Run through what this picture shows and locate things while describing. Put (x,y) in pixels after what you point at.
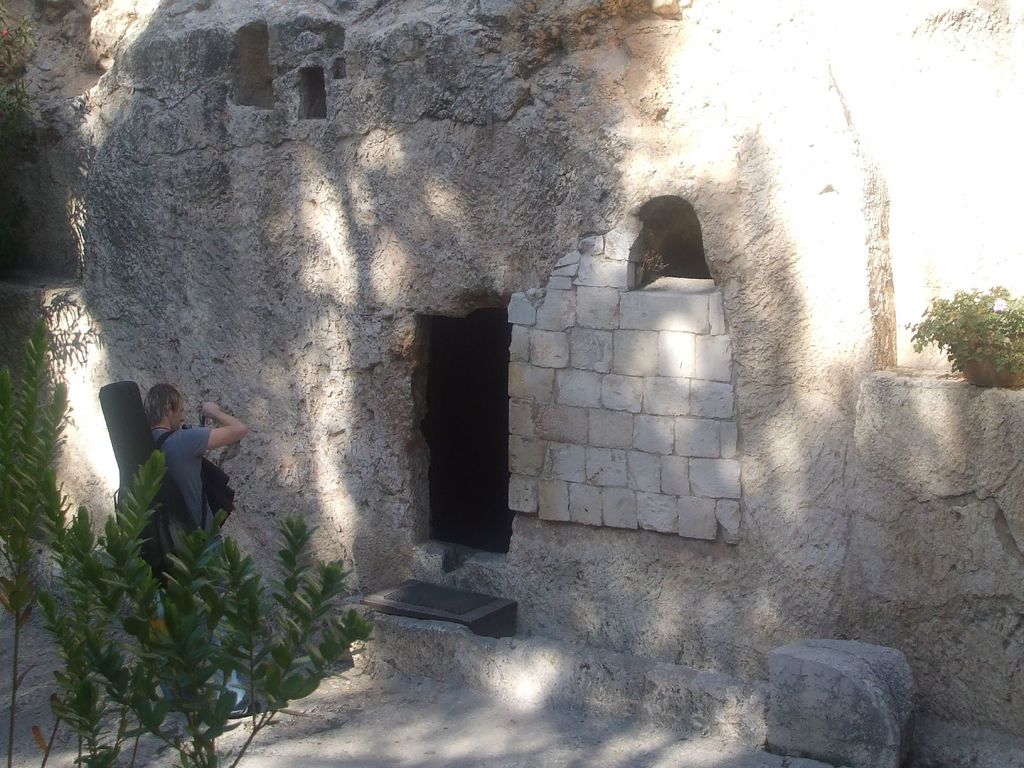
In this image there is one person (197,460) standing and he is wearing some bags (216,471), and he is holding a mobile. In the foreground (135,615) there are some plants (242,593), and in the background (357,161) there is a cave (677,360) and some plants (939,347) and rocks (458,654).
